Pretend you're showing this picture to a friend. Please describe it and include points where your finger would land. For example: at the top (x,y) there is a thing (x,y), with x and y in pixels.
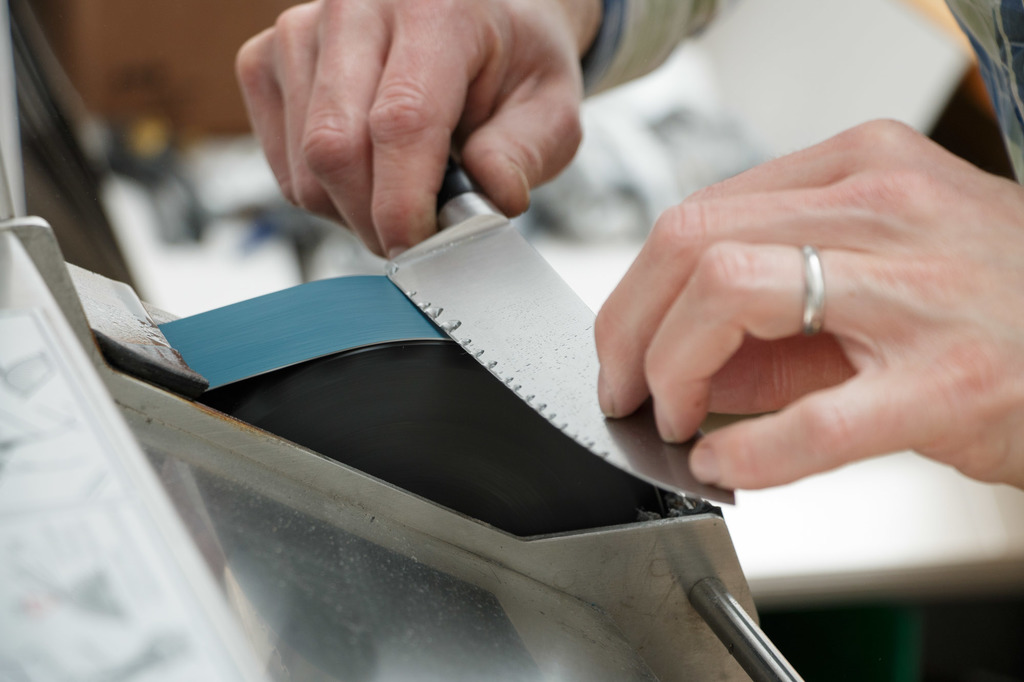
In this image we can see the human hand (515,149) sharpening the knife (442,310).
